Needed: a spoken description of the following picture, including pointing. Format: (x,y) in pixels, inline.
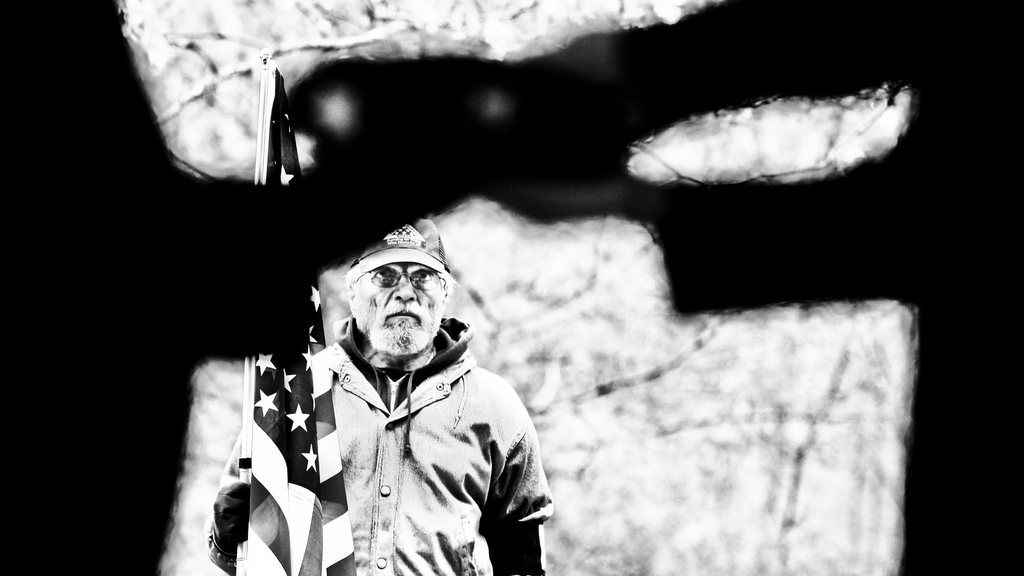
It is a black and white picture. In this image we can see a person (385,285) and flag (310,289). Person (412,285) wore a jacket (406,420) and cap (417,257). In the background of the image (551,417) it is blurry.
